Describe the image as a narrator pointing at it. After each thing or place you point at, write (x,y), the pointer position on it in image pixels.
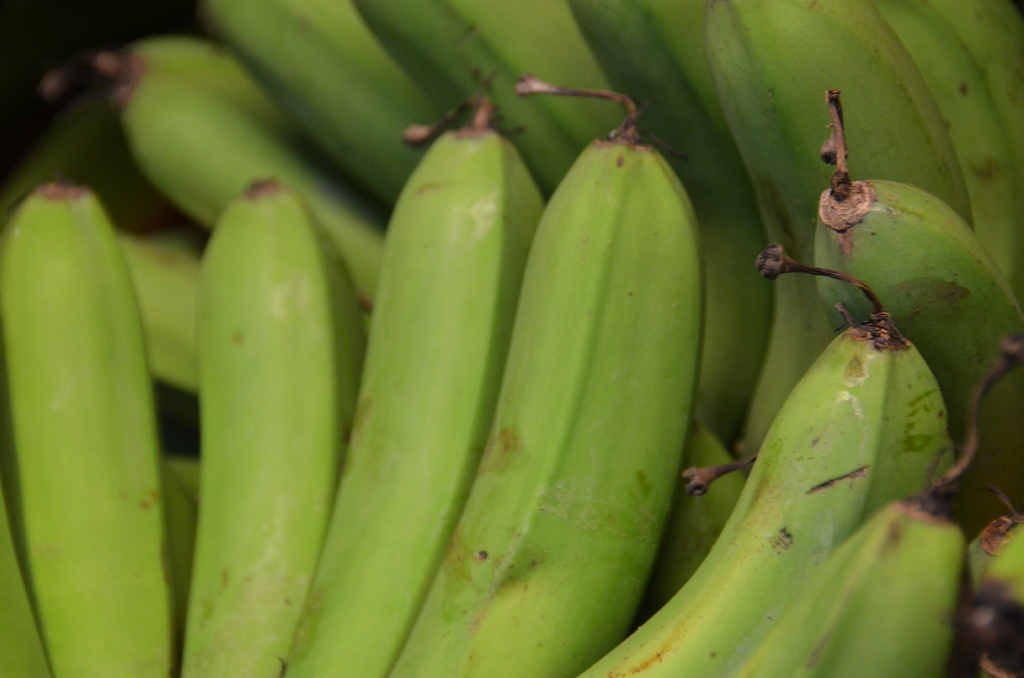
In this image, I can see the bunches (505,114) of green bananas (688,216).
